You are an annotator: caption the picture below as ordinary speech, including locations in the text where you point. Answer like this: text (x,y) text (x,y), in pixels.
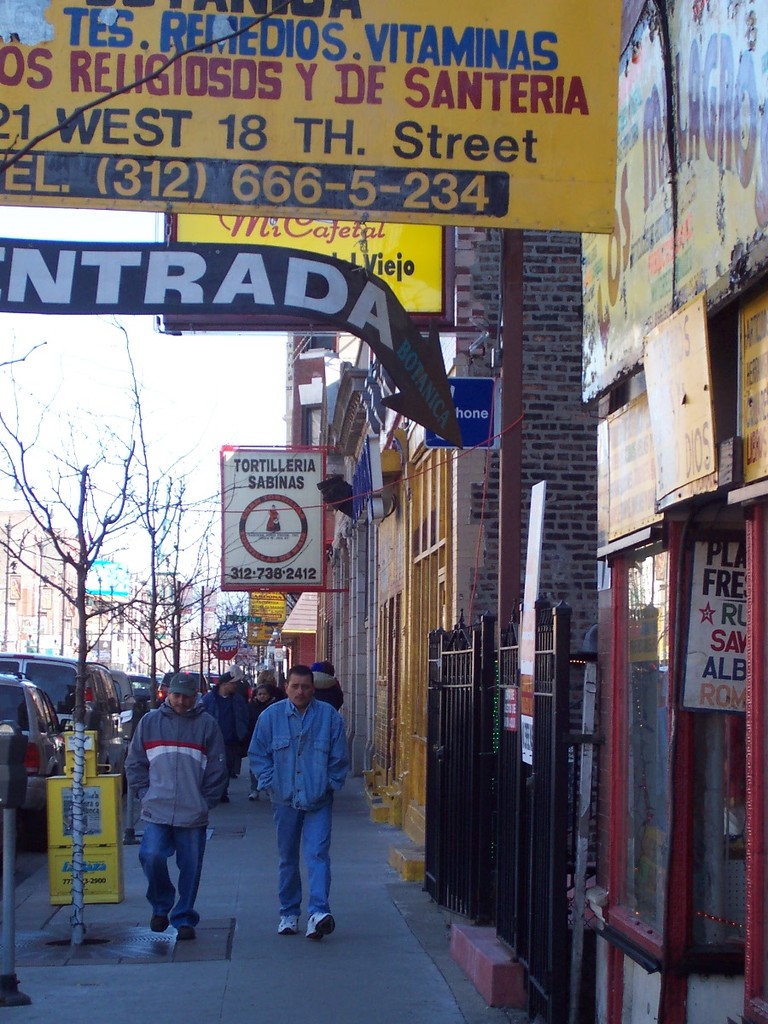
In the image in the center (322,420) we can see trees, buildings (559,378), sign boards (688,345), banners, glass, gate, brick wall (541,394), pole (518,425), few vehicles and few people (300,665) were walking. In the background (233,375) we can see the sky (234,378) and clouds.
